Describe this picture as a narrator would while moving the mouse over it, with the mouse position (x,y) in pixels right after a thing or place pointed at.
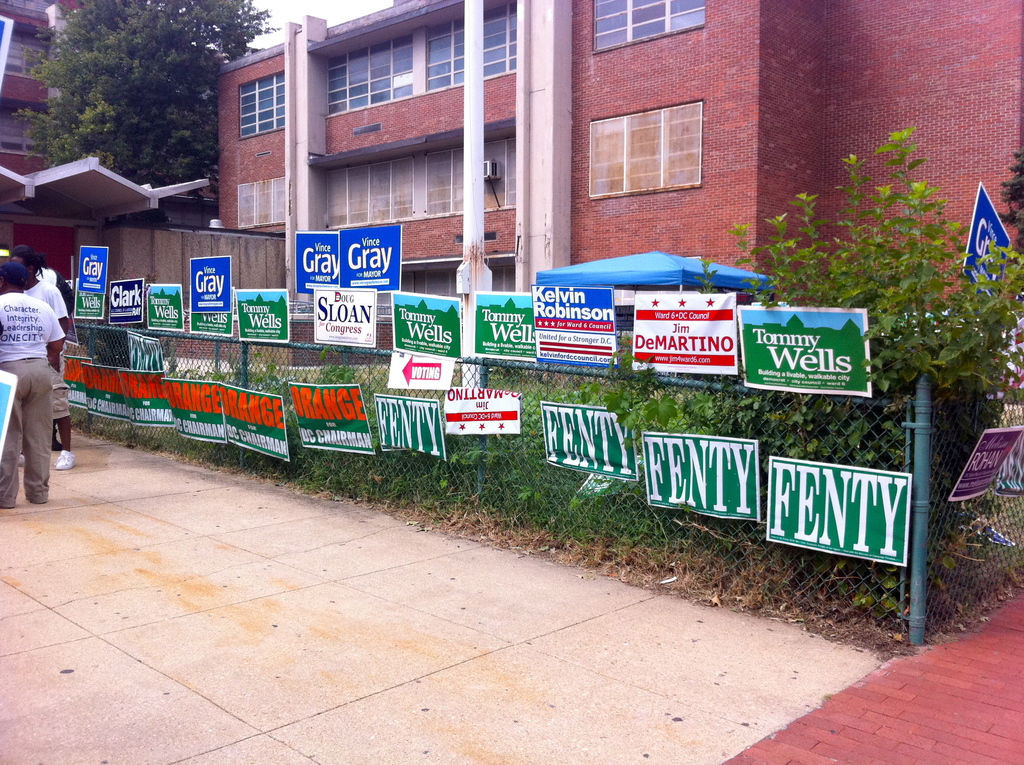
In this image we can see a fence (852,408) on which there are boards (860,525) with some text (676,465) on it, behind it there are plants (822,274), a tent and houses (546,194), in front of it there are a group of people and in the background (239,139) there are trees (124,169) and buildings (88,189).
